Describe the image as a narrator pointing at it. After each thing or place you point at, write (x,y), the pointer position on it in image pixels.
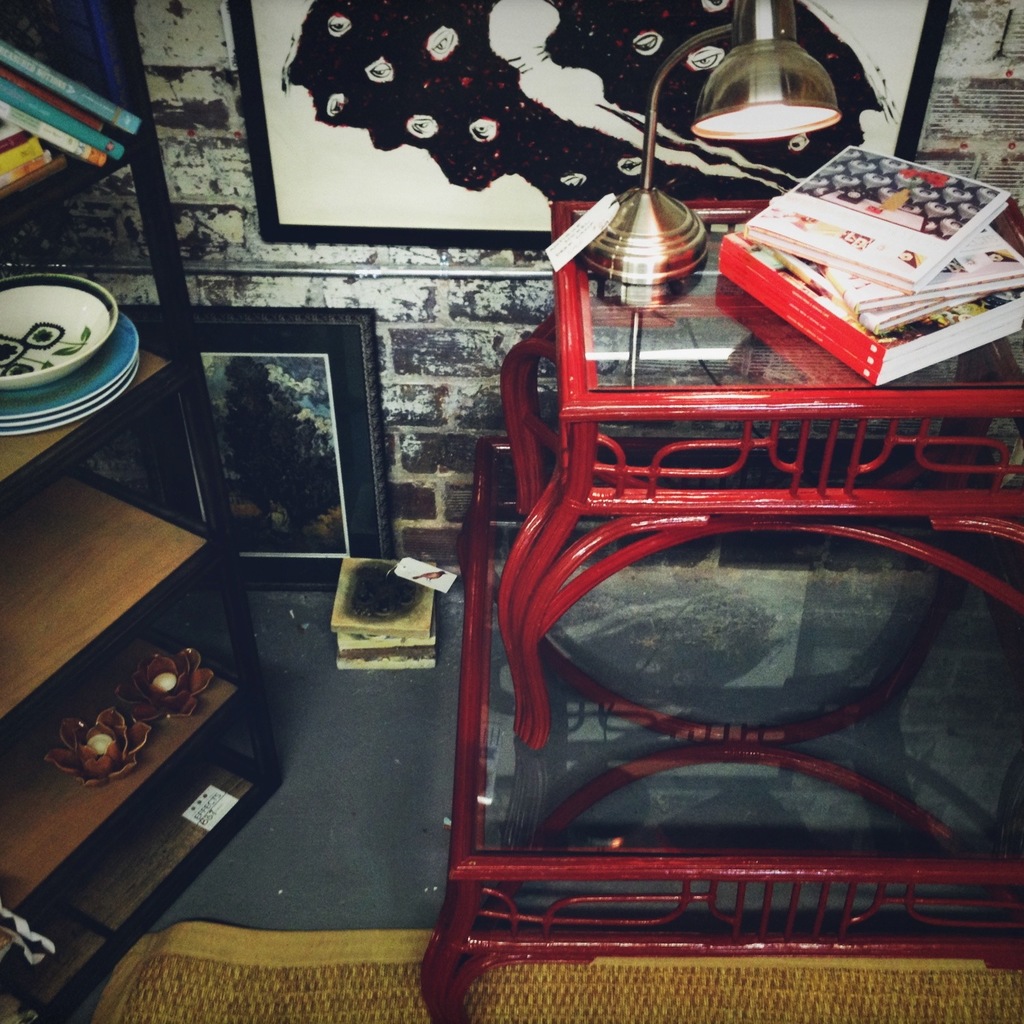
It looks like an inside picture of the room (365,679), on the left side of the image (164,749) we can see shelves (93,648) with books (15,135), plates (96,368) and some other objects (99,723) in it, we can see a red color stand (688,202), on the stand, there is a lamp (735,62) and some books (801,201), there is a photo frame (594,11) on the wall (429,326), we can see some books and a photo frame (343,556) on the floor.
